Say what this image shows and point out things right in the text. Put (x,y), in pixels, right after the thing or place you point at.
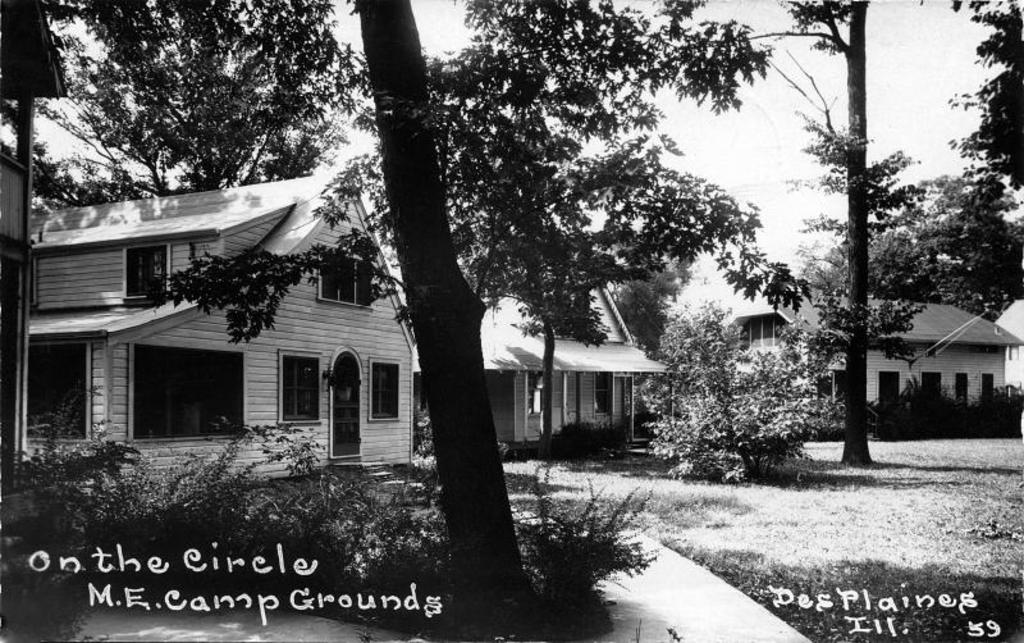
In this picture we can see houses (21,403) with windows (74,369), trees (480,496), grass (919,451), path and in the background (359,99) we can see the sky (880,95).
